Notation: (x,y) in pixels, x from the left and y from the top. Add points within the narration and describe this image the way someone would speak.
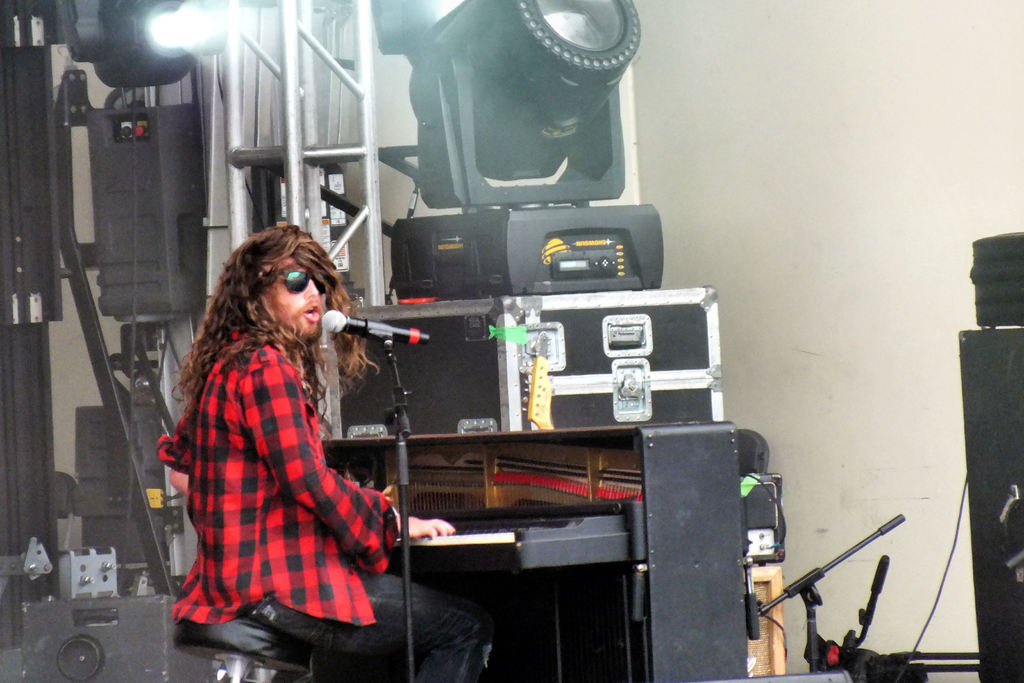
A focusing light (493,98). These are electronic devices (565,231). A man (285,340) is sitting on a chair (212,631) and playing a piano (461,538) in-front of mic (364,332). A box (532,357). Rod (301,39).
